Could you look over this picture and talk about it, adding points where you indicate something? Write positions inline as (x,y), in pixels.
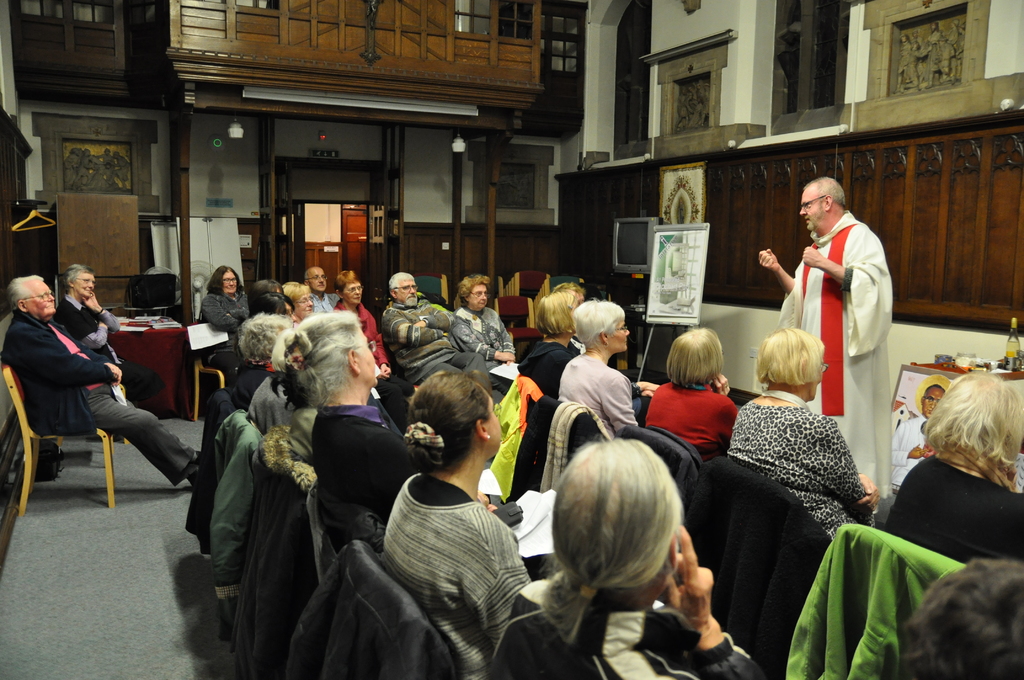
In this image there are people (390,394) sitting on chairs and a man (843,383) is standing, behind the man (810,291) there is a wall (916,132), in the background (363,222) there is a wall (447,231) for that wall (355,192) there is a door (347,213).
